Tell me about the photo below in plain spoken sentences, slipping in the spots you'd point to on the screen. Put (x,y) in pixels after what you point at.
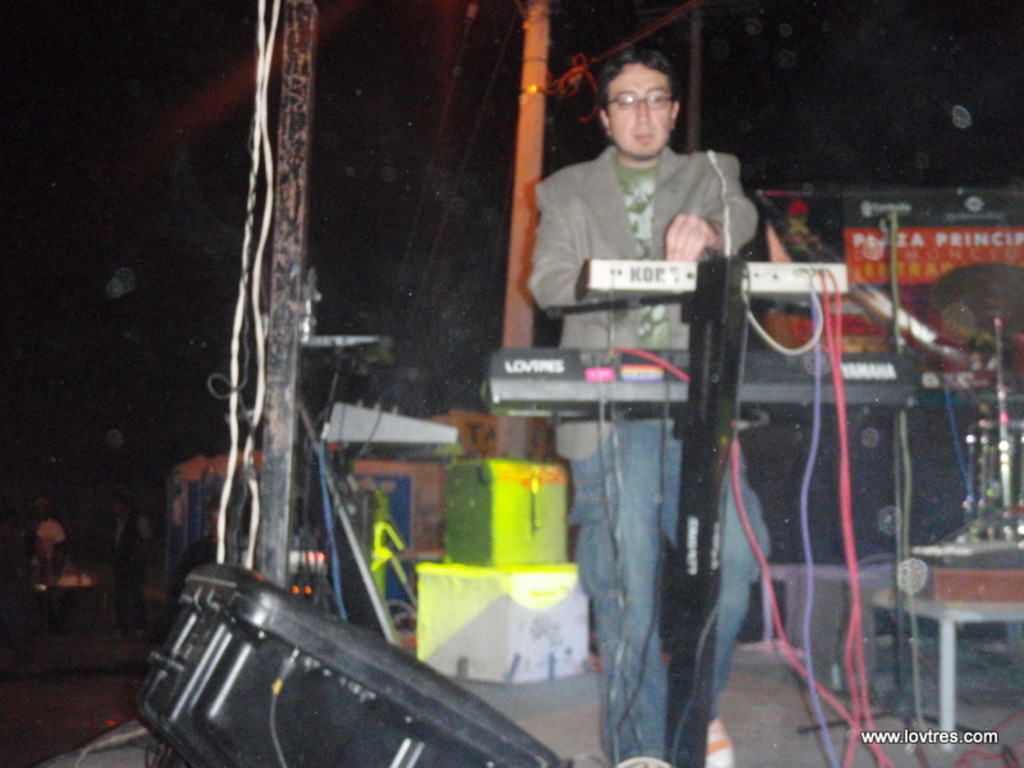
In the center of the image (581,503) we can see a man (599,554) standing, before him there is a piano (655,396). At the bottom (239,701) we can see a speaker (239,748). On the left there are people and we can see poles (261,526) and wires (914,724). On the right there is a drum kit (995,465). In the background (975,196) we can see a board (981,218).
